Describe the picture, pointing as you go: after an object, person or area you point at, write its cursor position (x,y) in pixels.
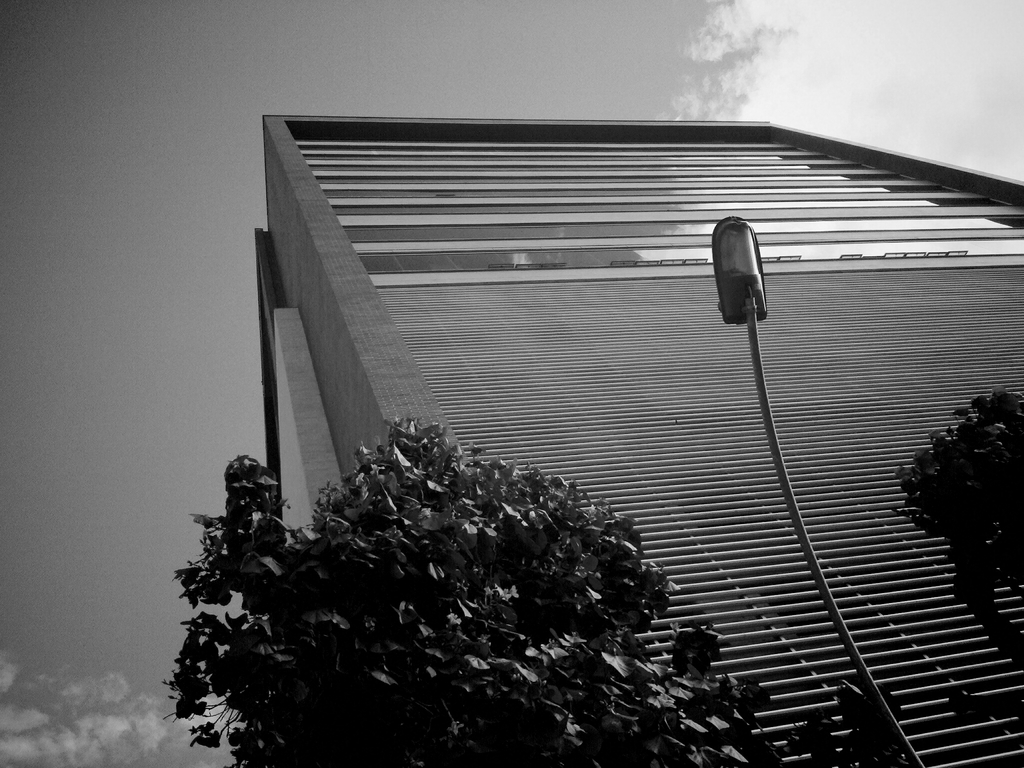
In this picture we can see a building (372,219), trees (725,716), street light pole (723,274) and in the background (97,490) we can see the sky (133,196) with clouds (787,72).
